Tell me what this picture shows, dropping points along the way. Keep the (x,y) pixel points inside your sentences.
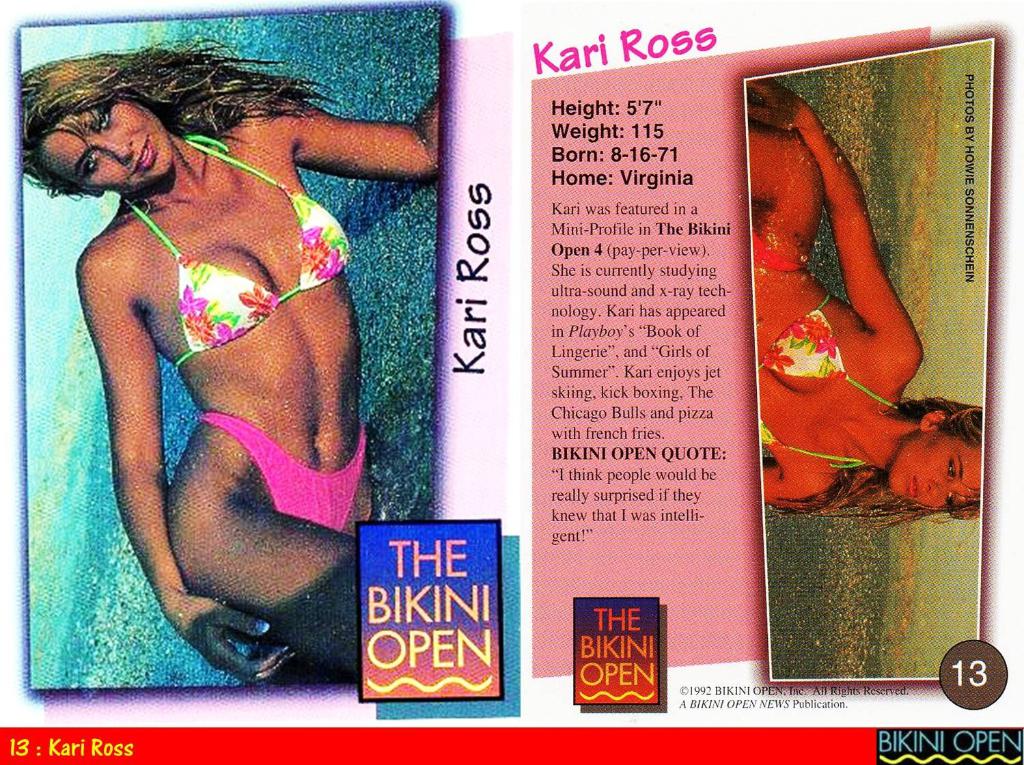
In this image there are articles (553,248). On the left side (193,243) there is a woman (291,445) who is wearing the bikini (277,504).
